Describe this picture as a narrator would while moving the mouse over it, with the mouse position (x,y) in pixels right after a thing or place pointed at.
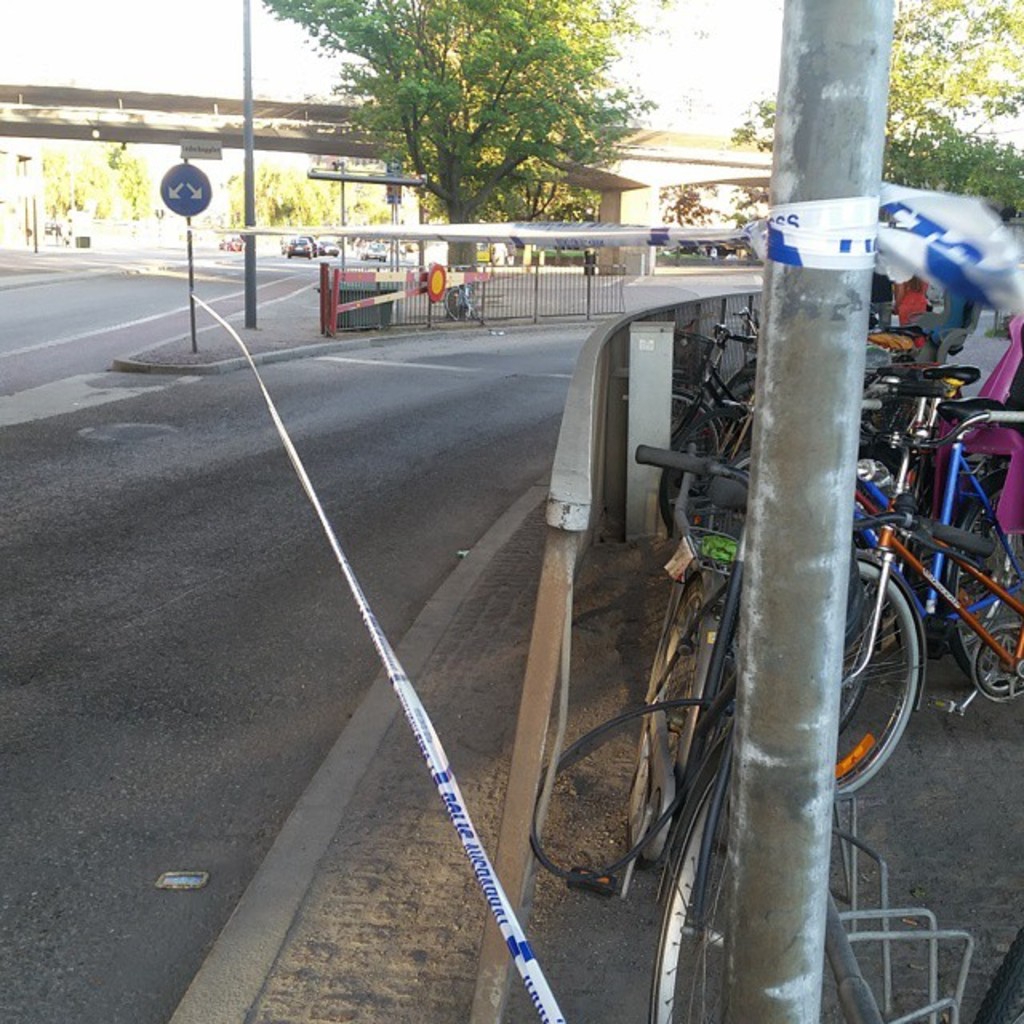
In this image, we can see a road (228,555). Here there is a banner (468,820), sign boards (182,169), poles (246,265), railing (473,319). At the right side of the image (949,390), we can see few bicycles (948,621) are parked on the platform (967,855). Top of the image (60,110), there is a bridge (667,171) with pillars (634,206), trees (581,206), few vehicles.
